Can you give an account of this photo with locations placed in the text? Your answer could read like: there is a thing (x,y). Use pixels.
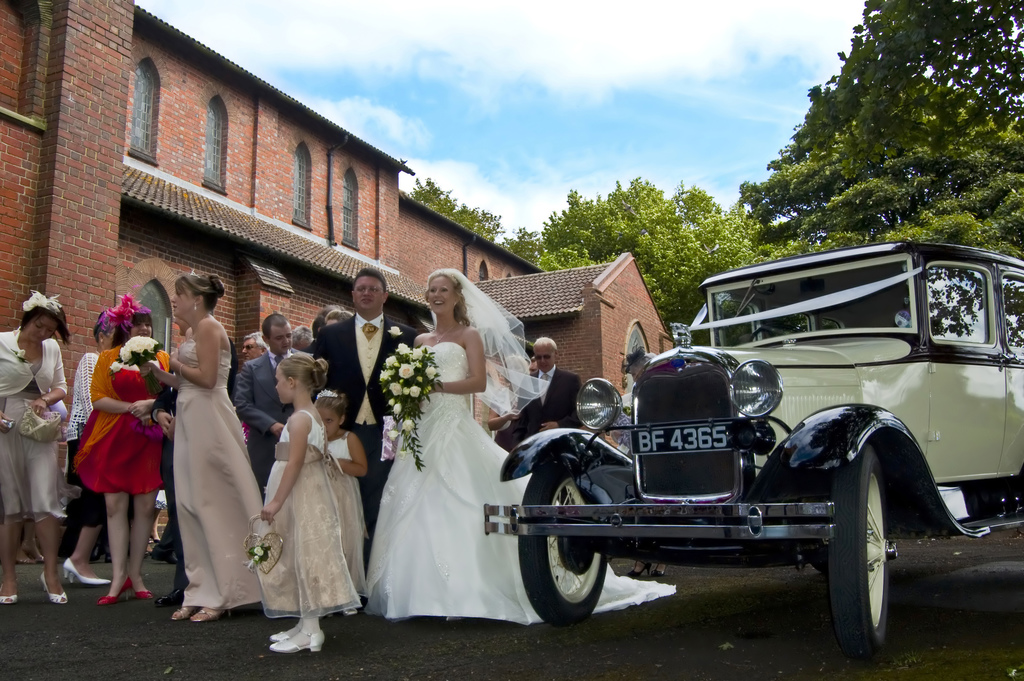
In this picture we can see group of people (262,407) and few people (219,334) holding bouquets (146,361), beside them we can see a car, in the background (365,160) we can find few trees (554,220), clouds (521,187) and a building (106,120).
